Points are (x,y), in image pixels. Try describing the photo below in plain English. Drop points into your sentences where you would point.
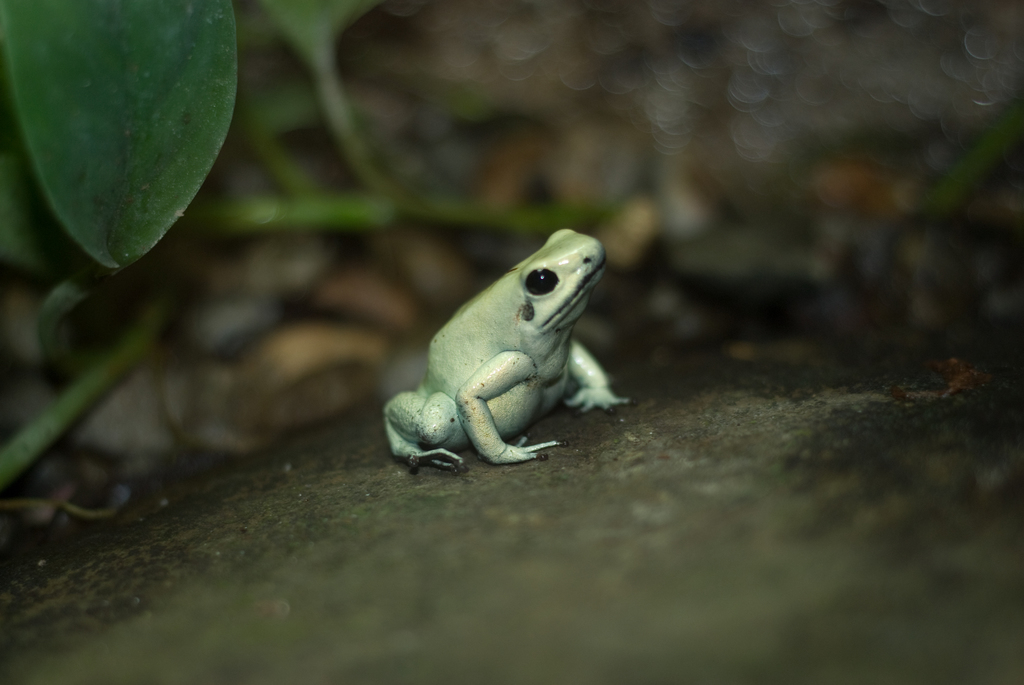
In this image I can see a frog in green color on the rock (454,488). Background (94,128) I can see few leaves (213,152) in green color.
